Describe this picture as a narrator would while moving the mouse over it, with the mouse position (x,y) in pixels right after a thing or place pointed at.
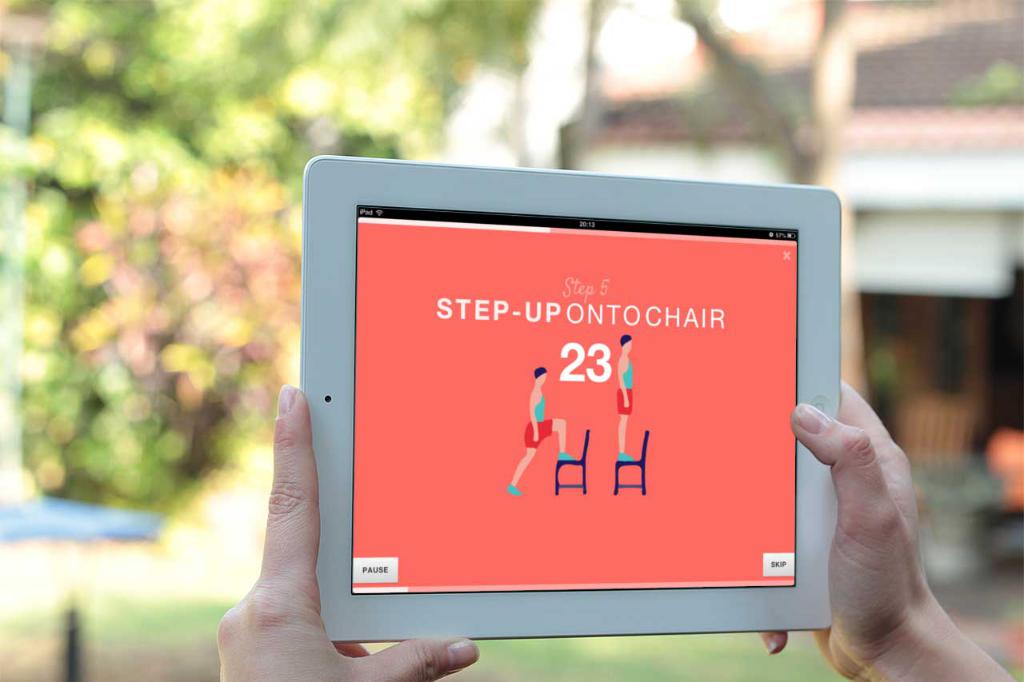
In this image we can see a person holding an iPad (537,461). In the background of the image (409,101) there are trees (367,17) and building (671,89).
